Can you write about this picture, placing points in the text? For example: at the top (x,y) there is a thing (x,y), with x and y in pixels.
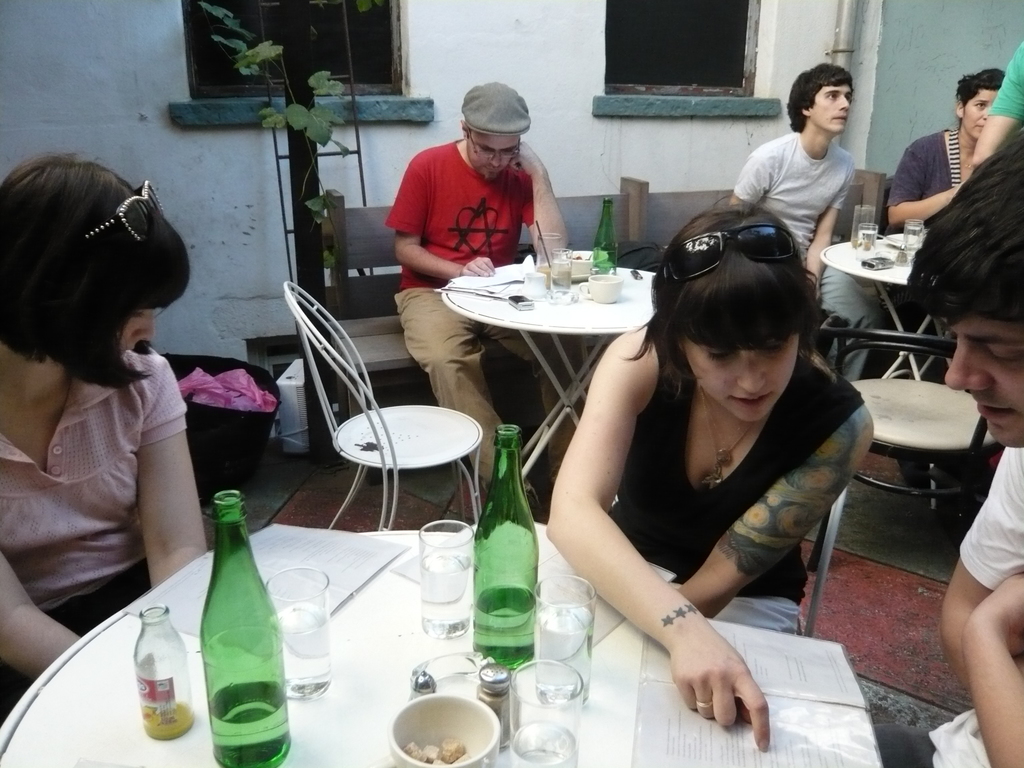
There are few people (74,274) sitting on the chair (939,345) at the table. On the table (583,719) we can see wine bottles (526,641), glasses (450,549), bowl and a book (773,686). In the background (436,126) there is a wall (536,87), and pole (290,158) and a houseplant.
